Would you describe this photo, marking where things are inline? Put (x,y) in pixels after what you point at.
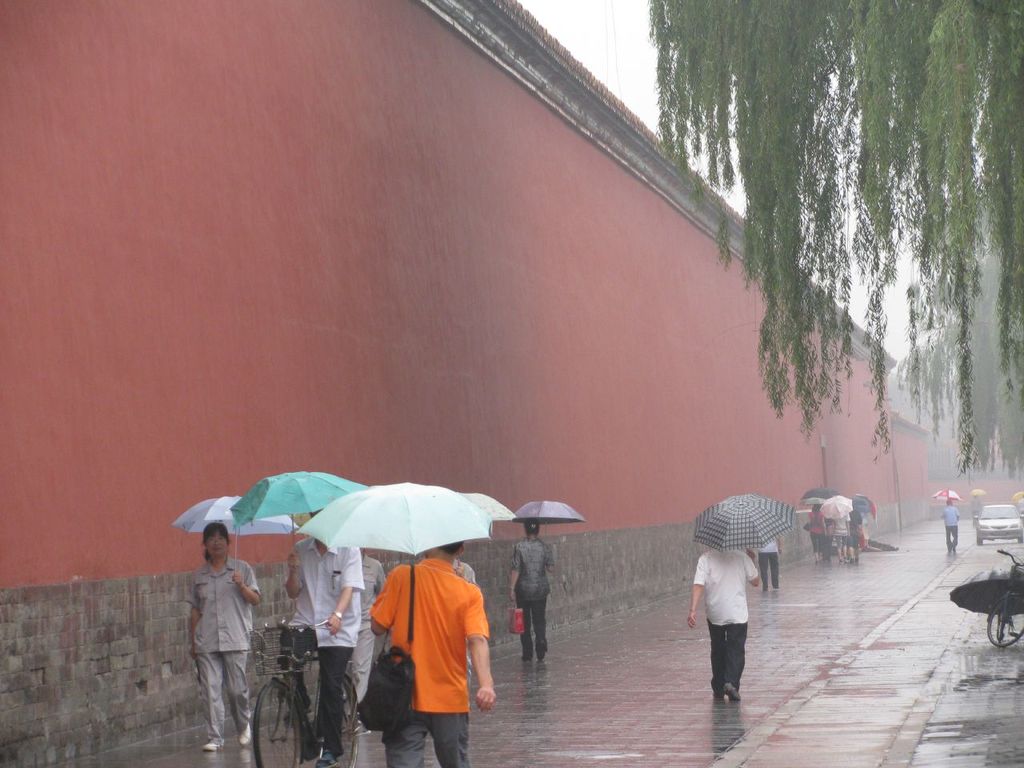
In this image I can see few persons (718,641) are standing on the ground (765,650) and holding umbrellas (716,521), a person (349,671) riding the bicycle (282,665), a car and a huge wall (376,365) which is red in color. I can see few trees (943,181) and in the background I can see the sky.
